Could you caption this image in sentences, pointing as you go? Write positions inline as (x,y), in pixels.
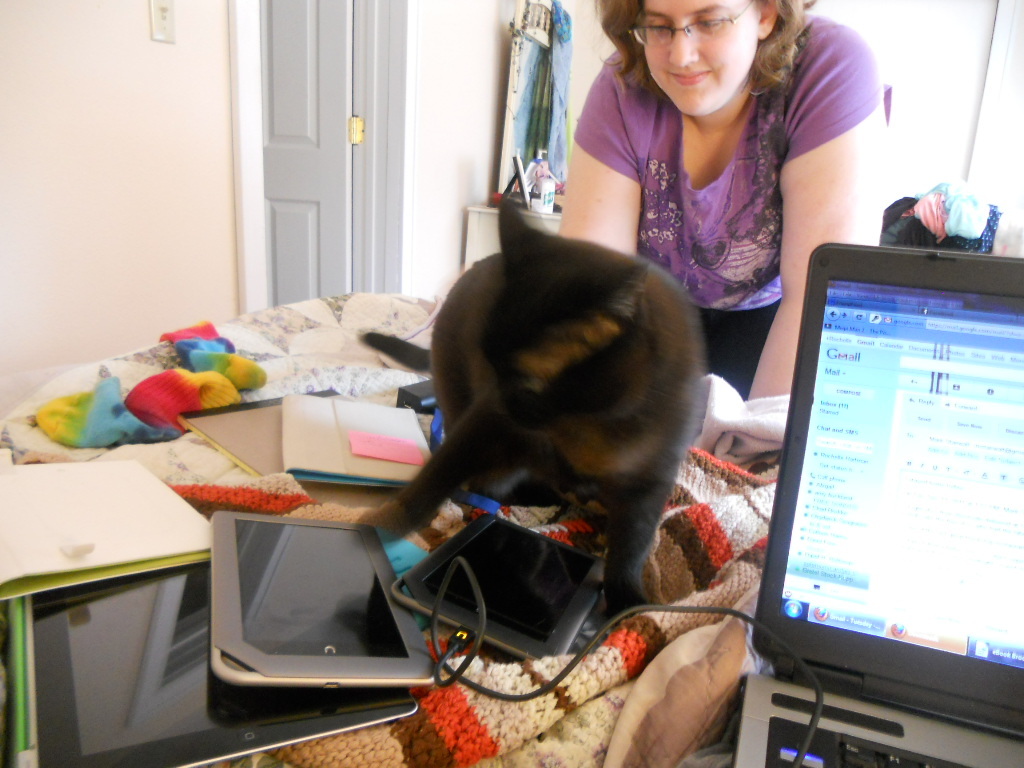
In the center of the image (348,303) there is a bed (501,683) on which there are books (282,429), electronic devices (266,527). There is a black color animal (463,422). There is a lady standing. To the right side of the image (925,356) there is a laptop (837,342). In the background of the image (96,191) there is wall (221,180). There is a door (399,139). There are objects (543,178). There are clothes (918,209).
